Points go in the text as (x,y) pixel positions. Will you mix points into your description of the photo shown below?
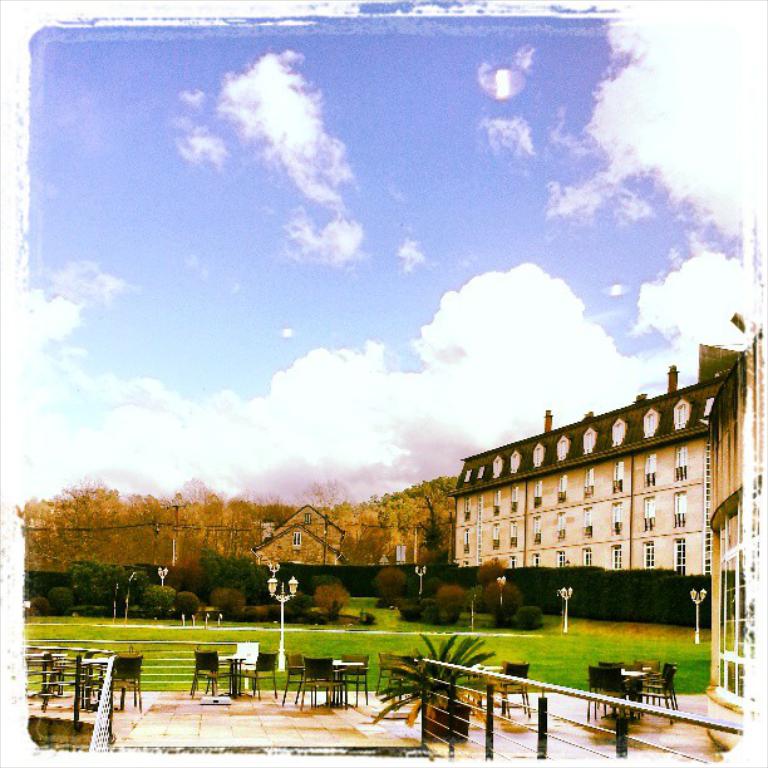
In this image we can see chairs (274,667), tables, steel fence (628,722), grass (628,630), plants (454,654), shrubs (446,578), light poles (295,590), house (749,630), trees (212,548) and the sky (498,377) with clouds (268,150) in the background (422,442).
